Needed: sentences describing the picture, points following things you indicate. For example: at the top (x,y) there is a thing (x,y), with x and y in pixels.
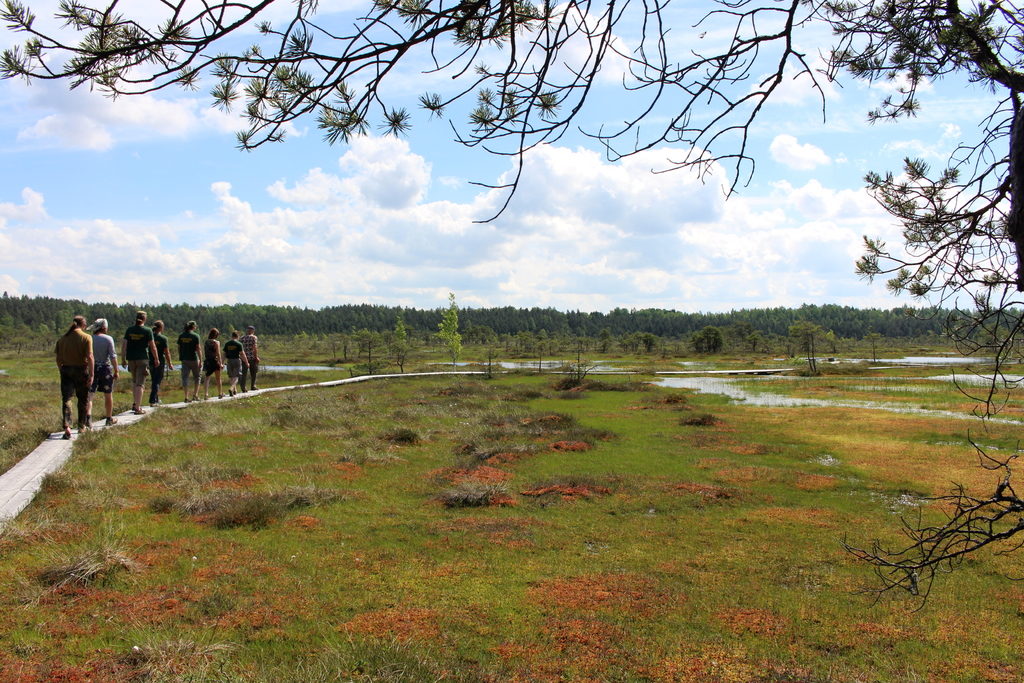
In this image we can see some group of persons (110,394) who are walking through the walkway (72,432) and in the background of the image (927,92) there are some trees (623,325) and sunny sky (373,157), we can see another tree (708,87) in the foreground of the image (967,545).
